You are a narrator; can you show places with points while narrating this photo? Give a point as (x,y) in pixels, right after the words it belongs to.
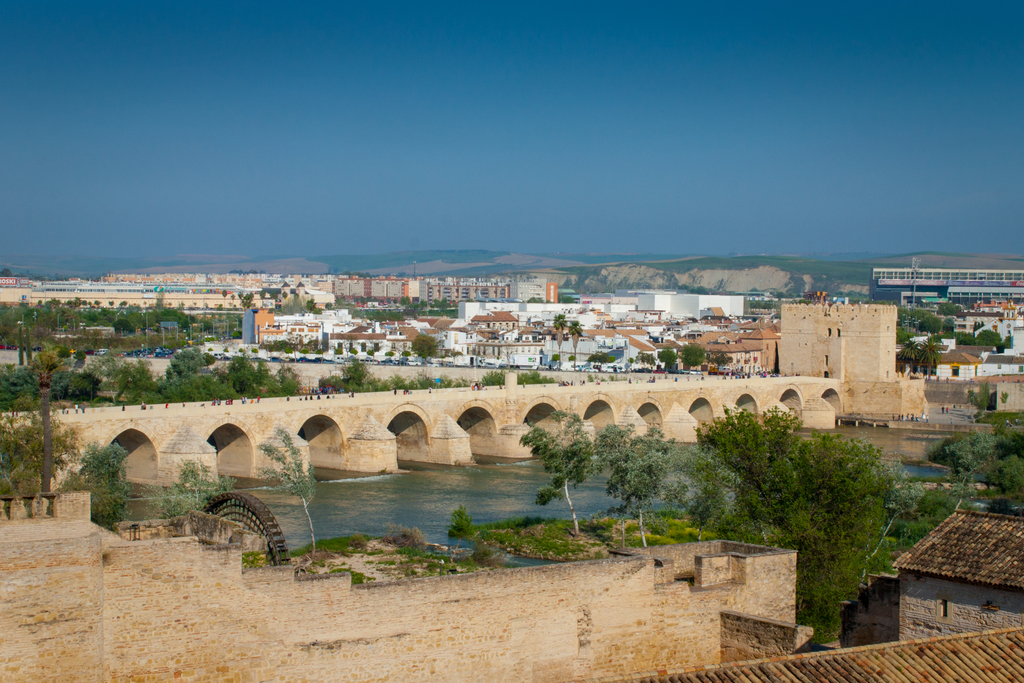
In this picture there is a wall (686,562) and there are few trees (803,499) beside it and there is a bridge (426,452) where there are few people (490,387) standing on it and there is water (429,473) below it and there are trees (401,384) and buildings (295,328) in the background (467,352).
